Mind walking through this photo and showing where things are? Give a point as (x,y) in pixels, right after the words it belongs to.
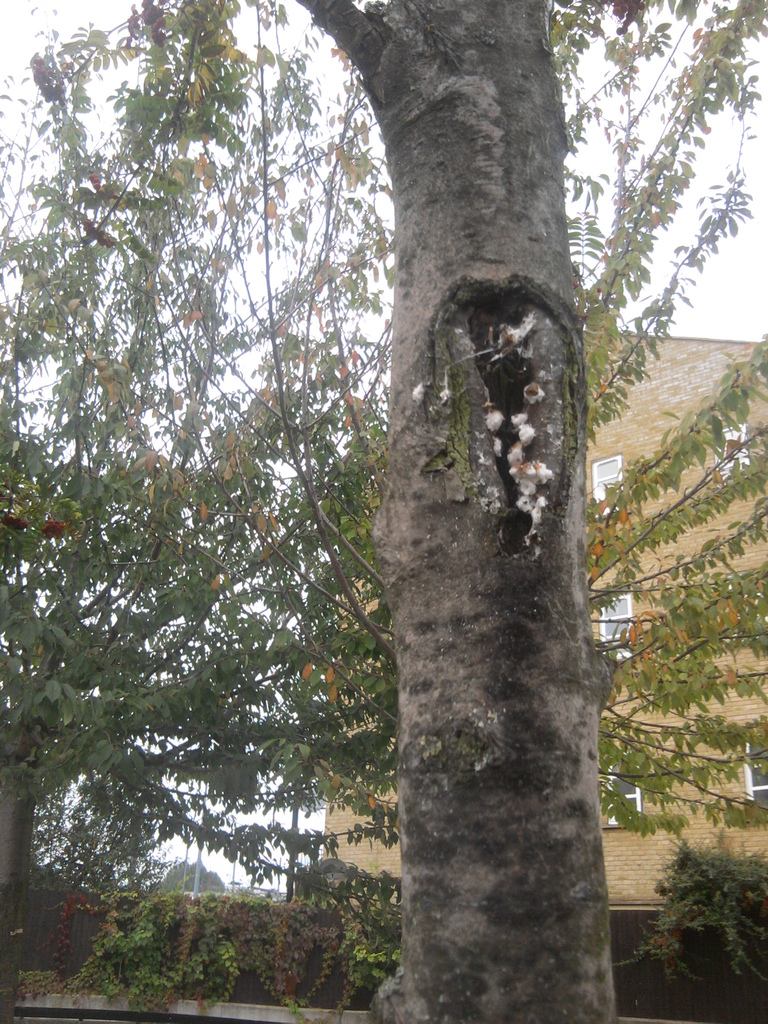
This picture consists of trees (148,847), fence (72,917), buildings (727,843), poles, creepers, tree trunk (407,830) and the sky (53,370). I think, this picture might be taken in a day.
